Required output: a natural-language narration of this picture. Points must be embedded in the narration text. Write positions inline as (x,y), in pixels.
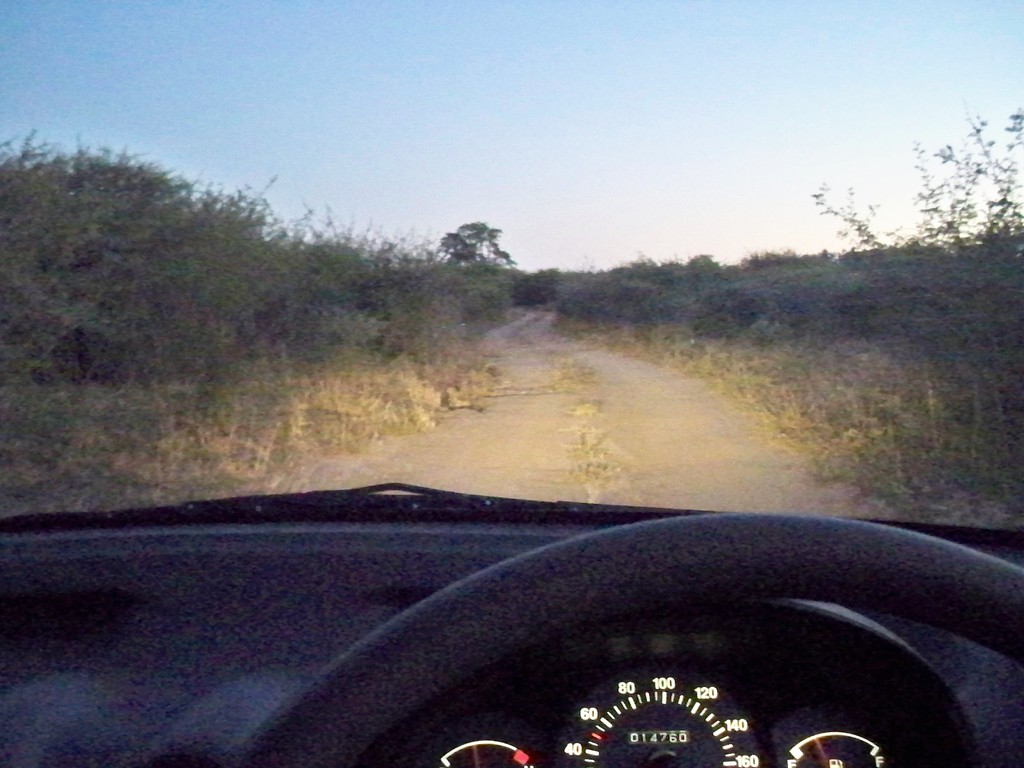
In this image I see the inside view of a car (898,567) and I see the steering wheel (812,594) and the metres (802,763) over here and I can also see the numbers (584,718) over here and in the background (681,463) I see the plants (453,242) and the road (571,440) and I see the sky (361,110).
